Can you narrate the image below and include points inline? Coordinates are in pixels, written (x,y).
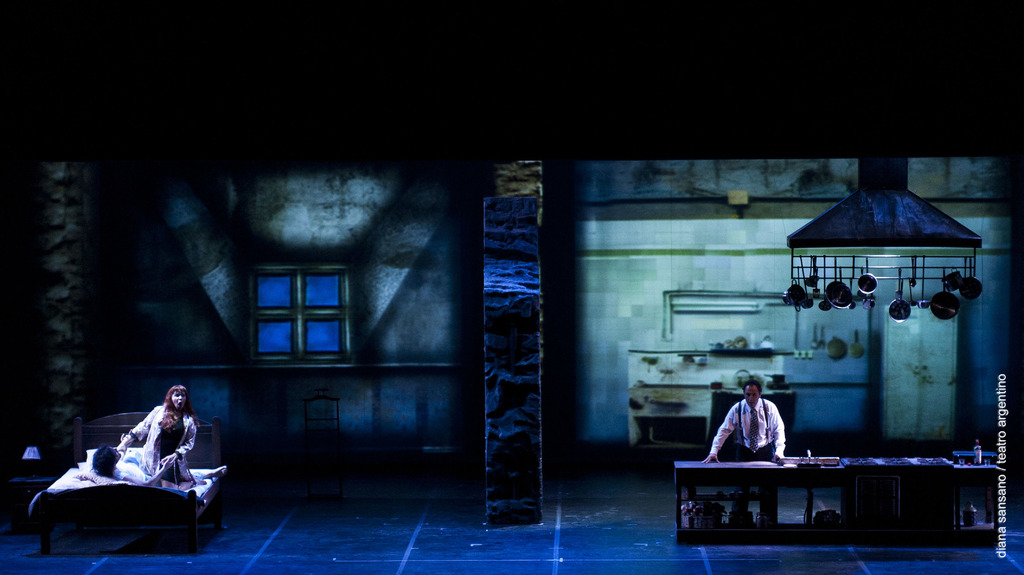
In the picture we can see a dark room (545,363) with a person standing near the table (952,513) and working something and in the other room (379,548) we can see some person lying on the bed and one girl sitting beside him holding the hands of the person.
